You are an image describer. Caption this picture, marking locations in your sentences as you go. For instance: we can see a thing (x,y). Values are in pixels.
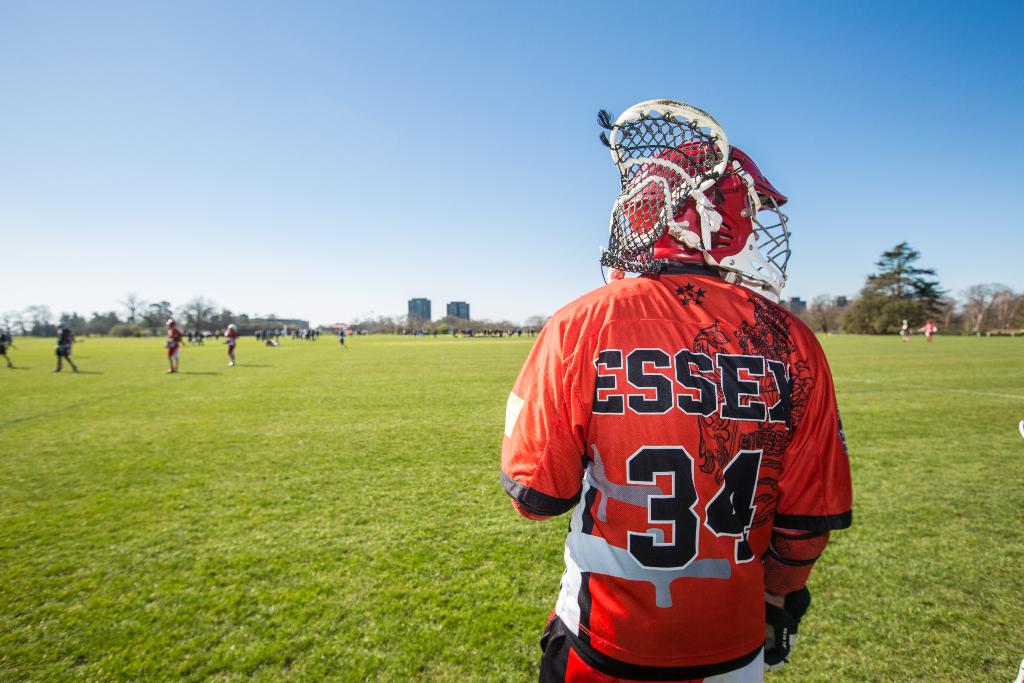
In this image we can see a man (647,441) standing. He is wearing a helmet (673,259). In the background (73,370) there are people (309,334), trees (357,329), buildings (414,318) and sky (432,139).
